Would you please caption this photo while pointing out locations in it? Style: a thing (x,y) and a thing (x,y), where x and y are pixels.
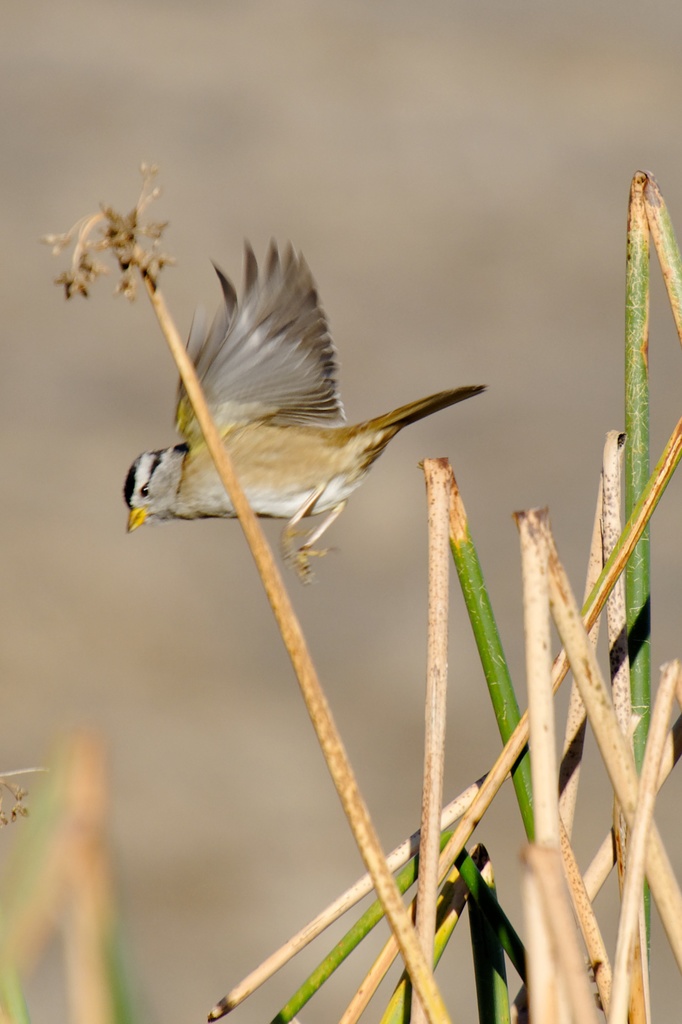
In this image, we can see a bird (273,514) flying and we can see blur background (425,43).
